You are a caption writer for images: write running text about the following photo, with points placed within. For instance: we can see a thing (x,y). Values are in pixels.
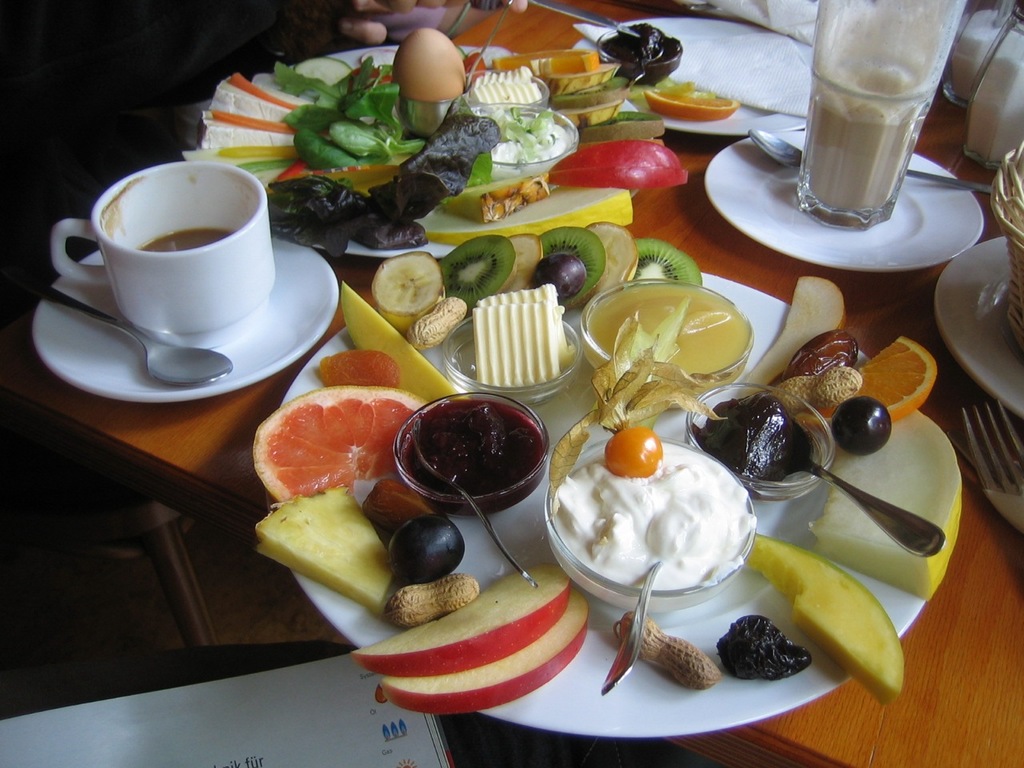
In this image, we can see a table (924,619). In the middle of the table (823,714), we can see a plate (715,605) with some fruits (635,406), cream (724,528) and a jam (507,472) in a bowl (617,595), we can also see spoon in the middle of the table (963,486). On the right side (993,350), we can see a fork (1012,459) and a plate (1008,264). On the left side of the table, we can also see a plate (287,324), coffee cup (237,258) and a spoon (197,368). In the background (728,127), we can also see a few plates (724,207), vegetables (457,162), egg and some fruits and a glass (888,173), some drinks (855,168), spoon (918,174), tissues (801,79). In the background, we can also see the hand (451,15) of a person (460,6). At the bottom (309,653), we can also see a book (190,710) and black color.
